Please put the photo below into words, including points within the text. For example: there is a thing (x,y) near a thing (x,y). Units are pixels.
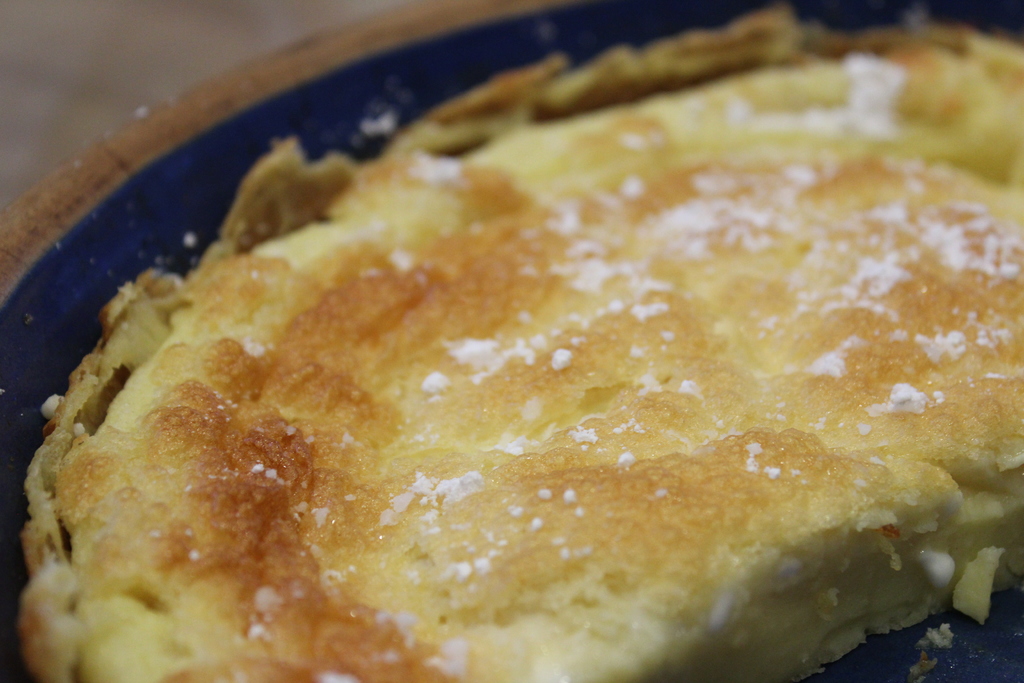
This is a zoomed in picture. In the center (374,360) we can see a blue color object (246,140) containing a food item (643,431).
